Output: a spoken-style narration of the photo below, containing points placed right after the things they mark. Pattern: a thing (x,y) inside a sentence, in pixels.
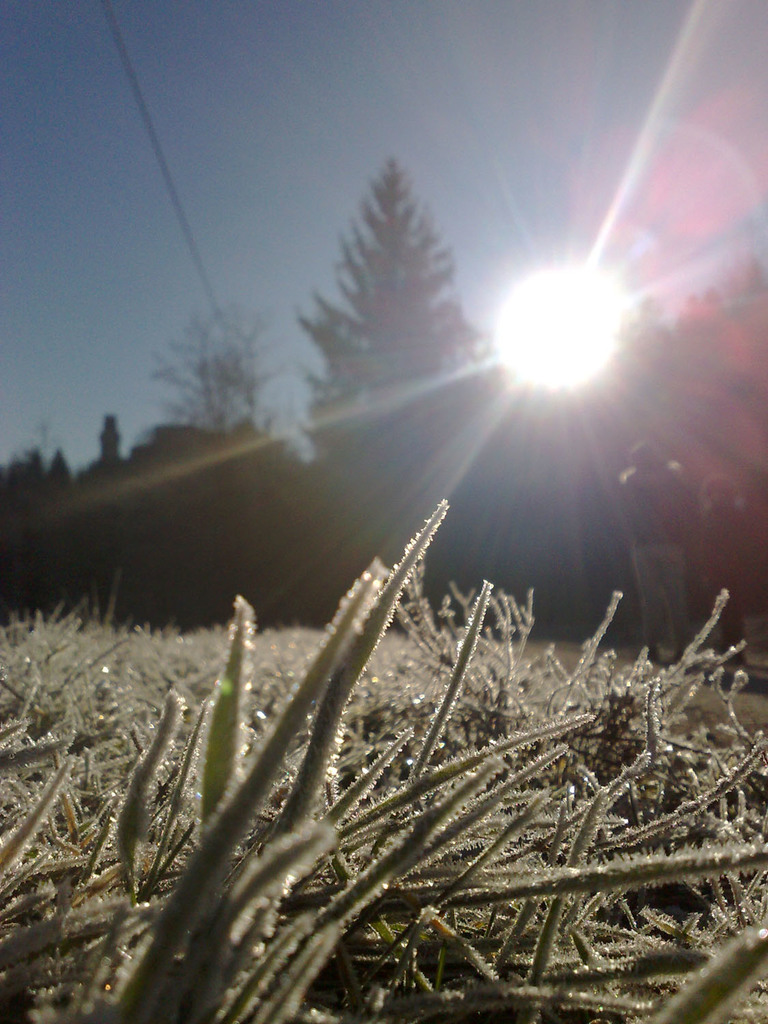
In this image we can see some plants (336,853) and in the background of the image (301,534) there are some persons (678,518) standing near the trees (509,509) there is clear sky (487,298) and sunrise (567,348).
